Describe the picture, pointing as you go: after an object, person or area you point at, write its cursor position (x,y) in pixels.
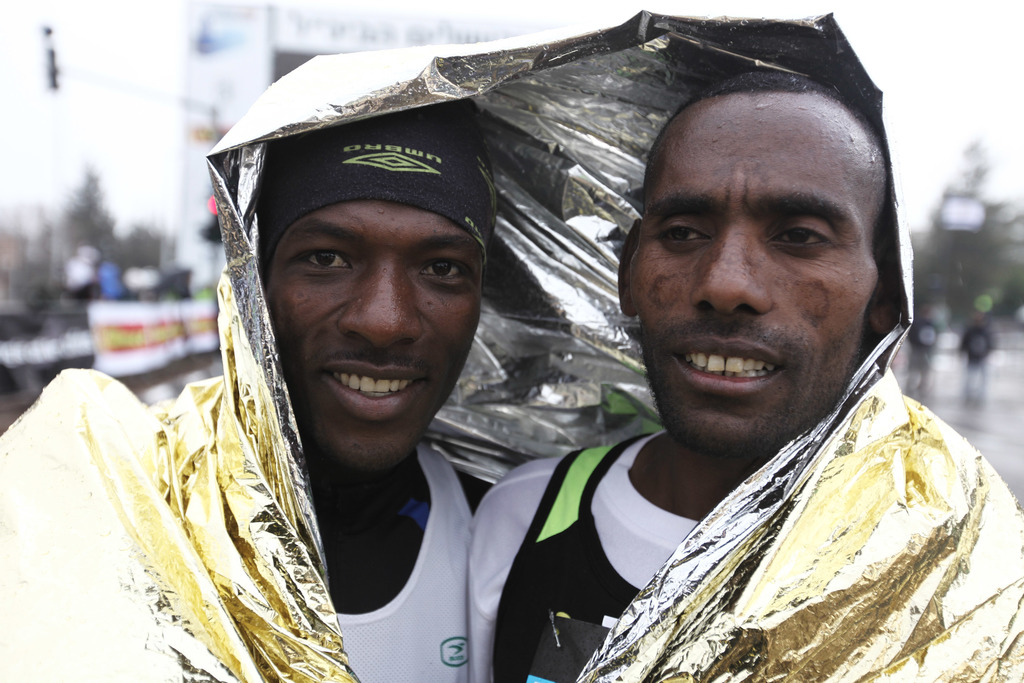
In this image there are two people (309,455) covered with a cover (583,432), there are few people (78,266) on the road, trees (971,239), a building (232,97), a poster (126,329) and the sky (1007,156).
